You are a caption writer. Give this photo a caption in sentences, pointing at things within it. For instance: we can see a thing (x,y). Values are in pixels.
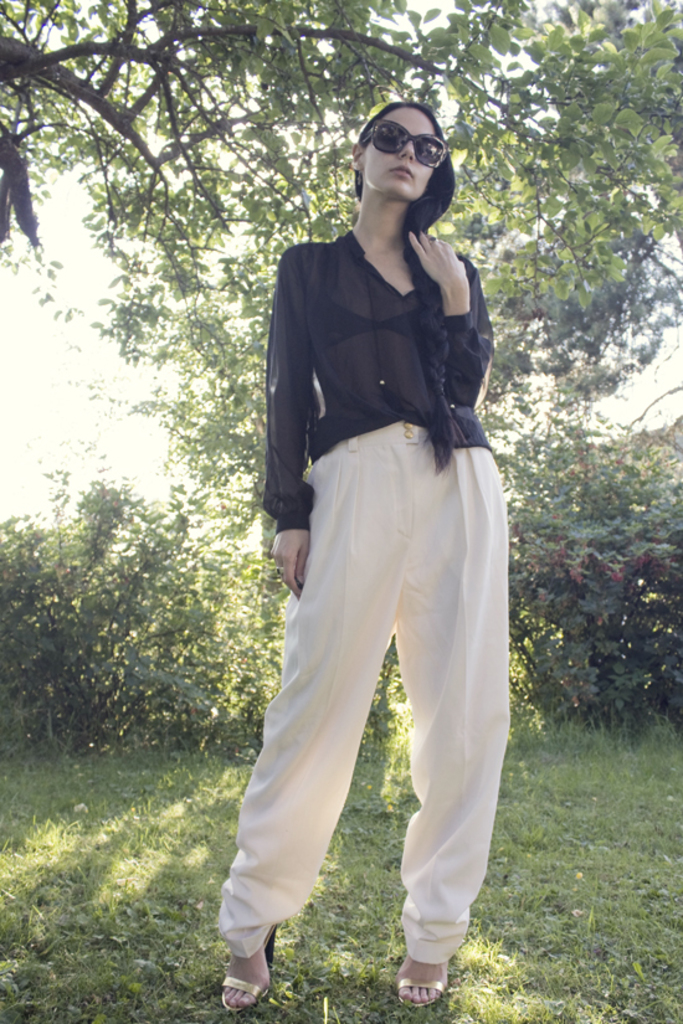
In this picture I can see there is a woman (456,577) standing, she is wearing a black shirt (372,390) and white pant (442,517) and she is wearing glasses (431,151). There is grass (89,923) on the floor (149,861) and there are plants (126,578) in the backdrop (101,719), there are trees (465,208) and the sky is clear.
